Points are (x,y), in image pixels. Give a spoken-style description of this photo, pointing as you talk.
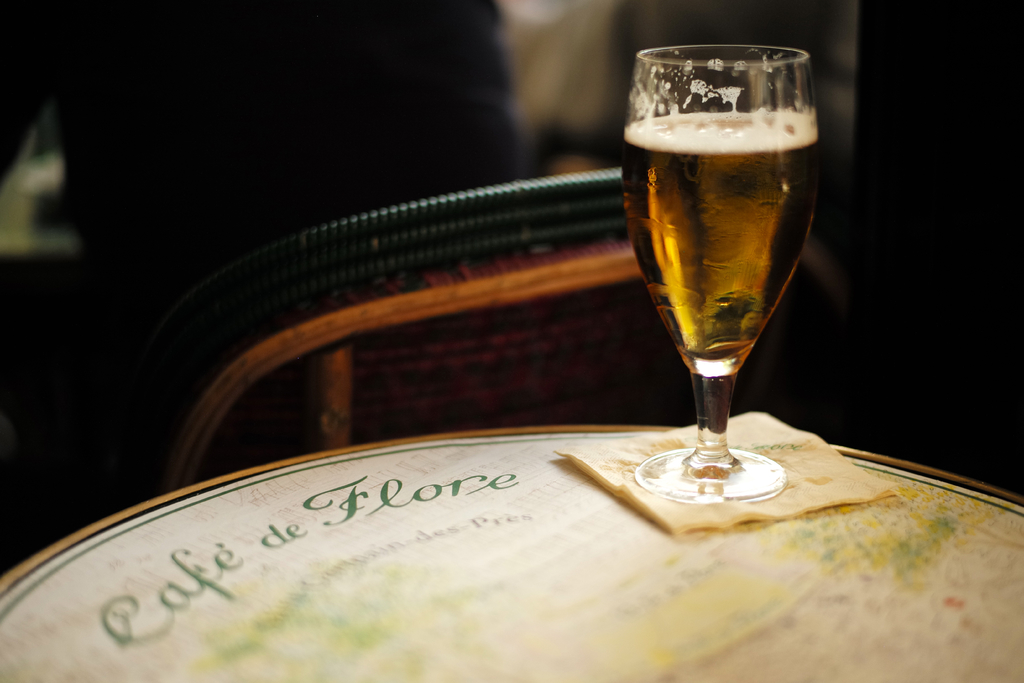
In this picture we can see a glass (747,489) with drink (733,348) in it and this glass (727,397) is on a platform (758,599), where we can see some objects (759,506) and in the background (820,33) we can see it is dark.
